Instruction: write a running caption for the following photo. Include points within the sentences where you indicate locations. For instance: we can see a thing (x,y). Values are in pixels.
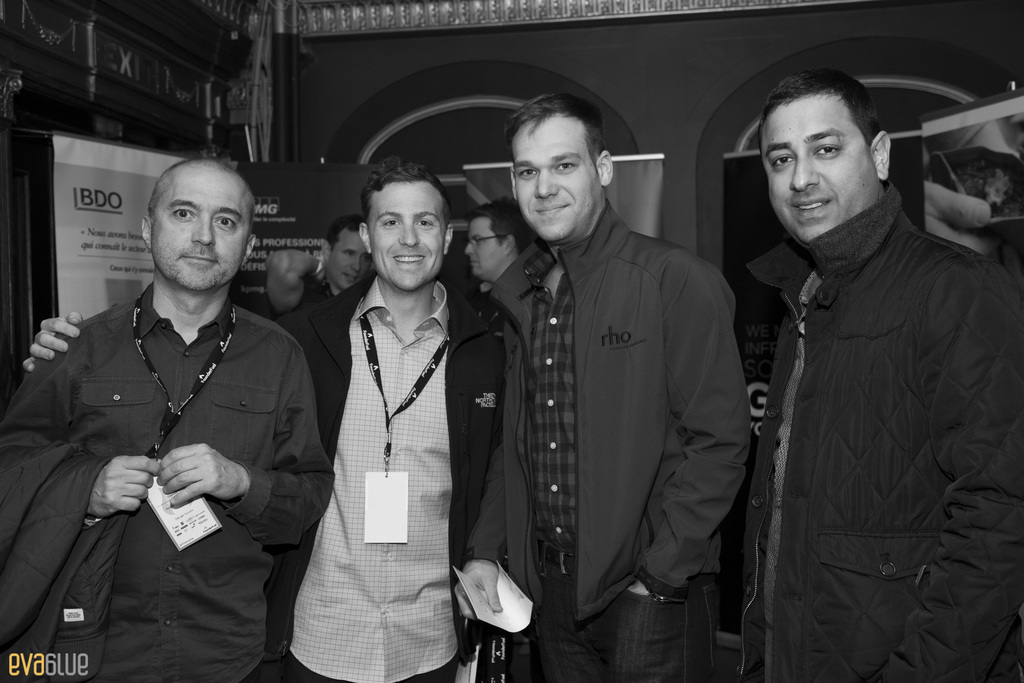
It is a black and white image and this image is taken inside the building (714,13). In this image we can see the persons (490,233) standing and a few are smiling. In the background (98,288) we can see the banners (320,166) with text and also images (968,166). We can also see the wall (552,31). In the bottom left corner (66,659) we can see the text (51,660).
